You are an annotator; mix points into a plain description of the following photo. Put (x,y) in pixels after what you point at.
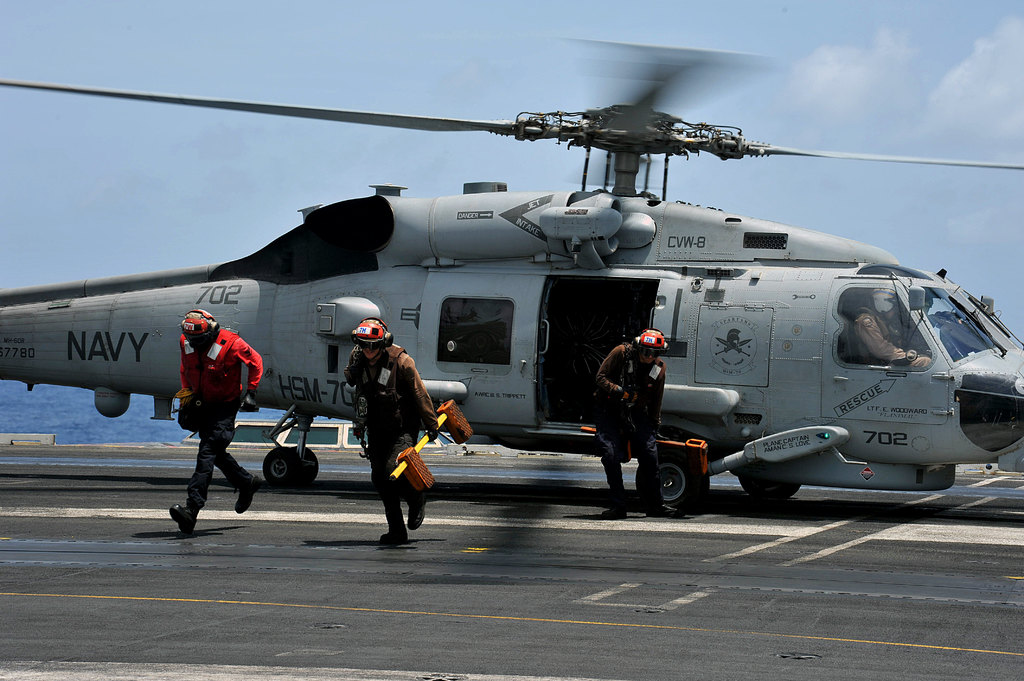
In this image we can see a helicopter (744,307). We can see a man (880,336) in the helicopter (947,373). In the foreground of the image (388,444), we can see three people (407,416). At the bottom of the image (310,557), we can see the road (433,627). At the top of the image (446,79), we can see the sky (888,90). We can see water (67,411) on the left side of the image (85,426). The people (412,440) are holding some objects (442,422) in their hands (189,400).
